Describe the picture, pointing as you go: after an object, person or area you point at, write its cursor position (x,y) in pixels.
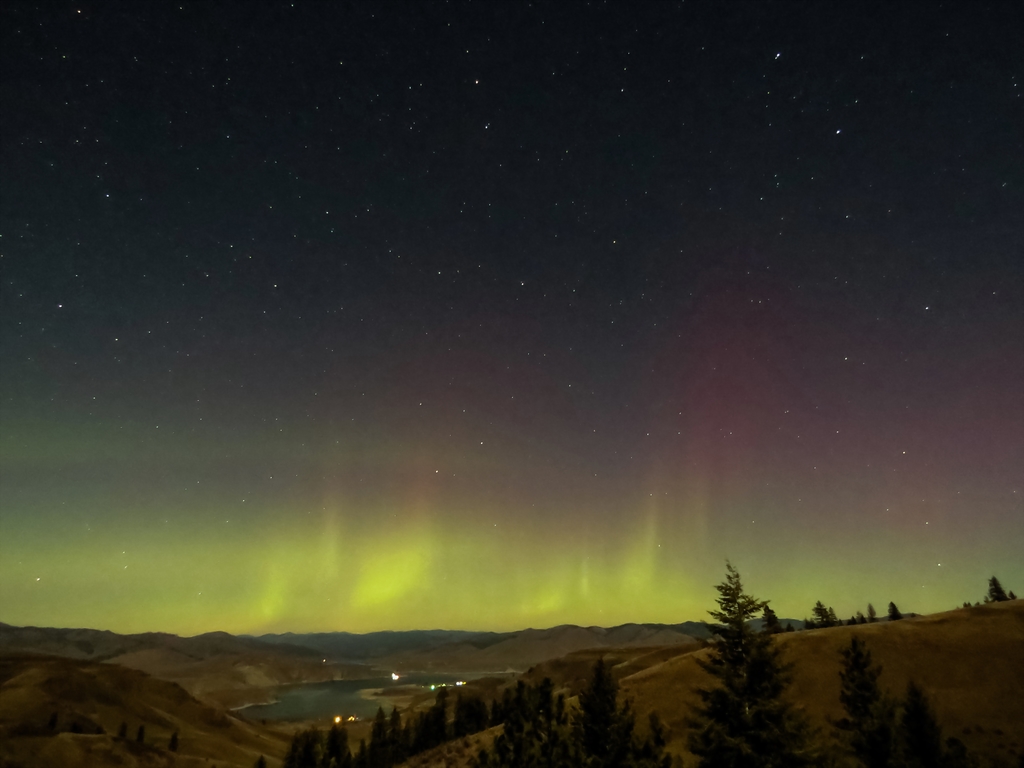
In this picture there are trees (784,671) at the bottom side of the image (562,680) and there is sky (534,357) at the top side of the image (467,153).
